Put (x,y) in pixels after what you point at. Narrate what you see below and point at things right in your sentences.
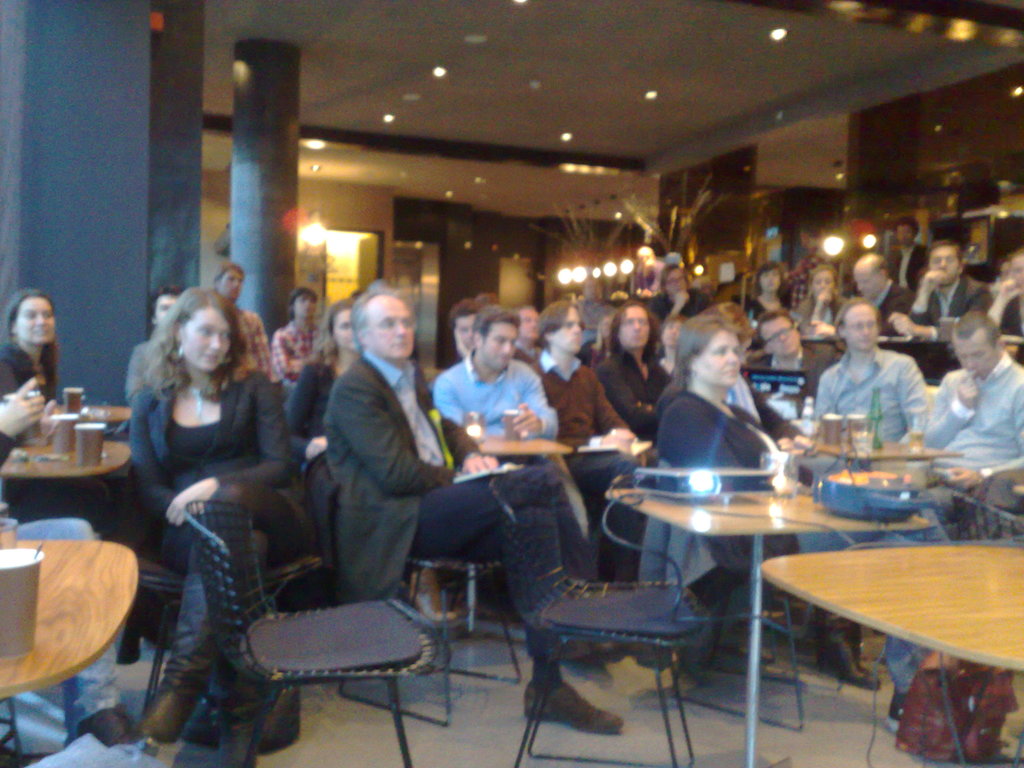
In the picture there are many people (416,429) sat on chairs (520,546) around the table (121,457) and this looks like a hotel (975,163) and over the ceiling (757,54) there are lights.
